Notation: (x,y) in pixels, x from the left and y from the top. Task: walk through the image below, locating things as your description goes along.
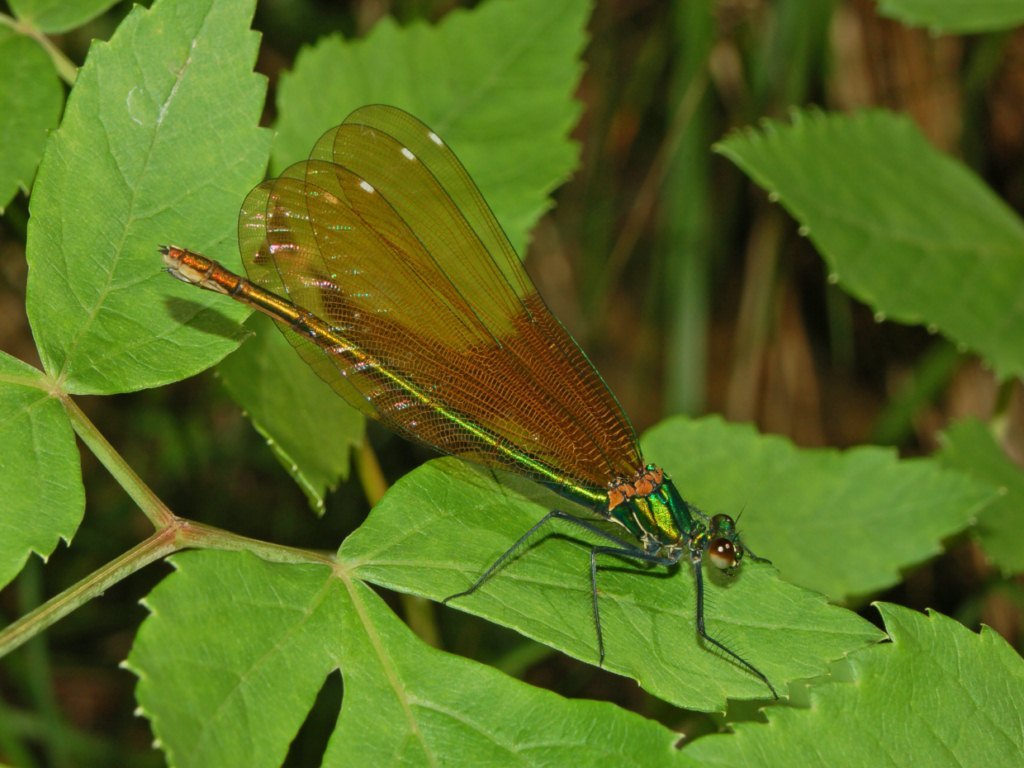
This image consists of a dragonfly (349,397) on the leaf (648,616). The leaf (435,559) are green in color.
